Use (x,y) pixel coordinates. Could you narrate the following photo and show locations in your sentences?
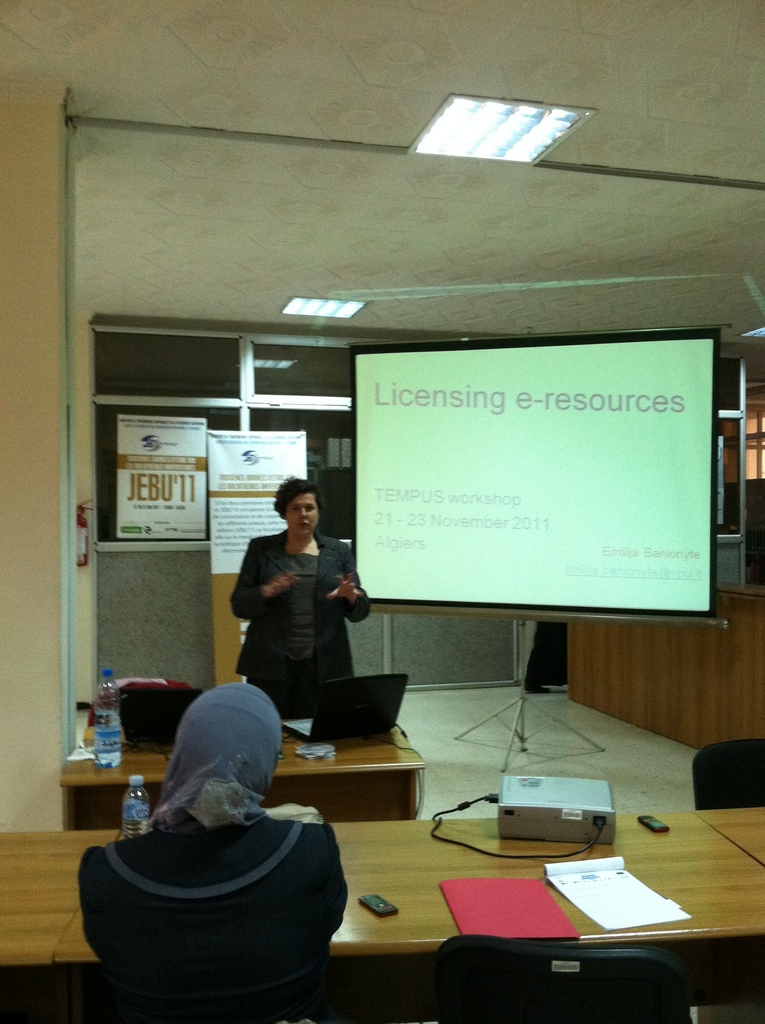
Here we can see a woman (259,669) in the middle (326,673) standing and explaining something and beside her we can see projector screen (468,537) and in front of her we can see a table (290,739) having a laptop (352,685), a bag (127,702) and a bottle (107,684) of water (111,701) and at the bottom (309,846) we can see a woman (241,806) sitting on chair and having table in front of her with a projector (596,825), a book (588,886) and a bottle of water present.
